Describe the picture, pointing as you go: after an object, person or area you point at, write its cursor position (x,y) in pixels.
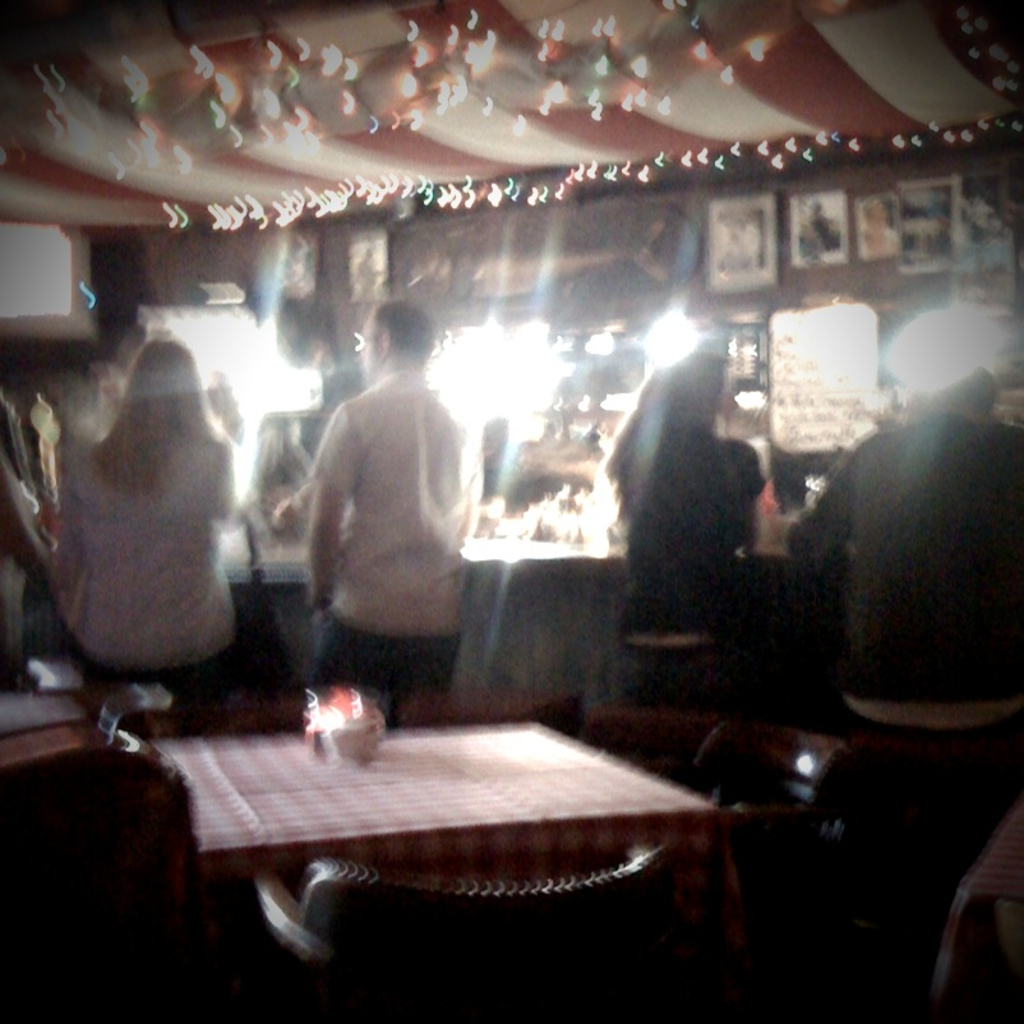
In this picture there is a party going on. In the foreground (381,742) there are tables (335,773) and chairs (520,912). On the top (498,8) there is a tent (669,80) and lights (561,194). In the background (866,237) there are many frames (762,258) and lights (533,378). In the center of the picture (432,619) there are people (858,499) standing.
